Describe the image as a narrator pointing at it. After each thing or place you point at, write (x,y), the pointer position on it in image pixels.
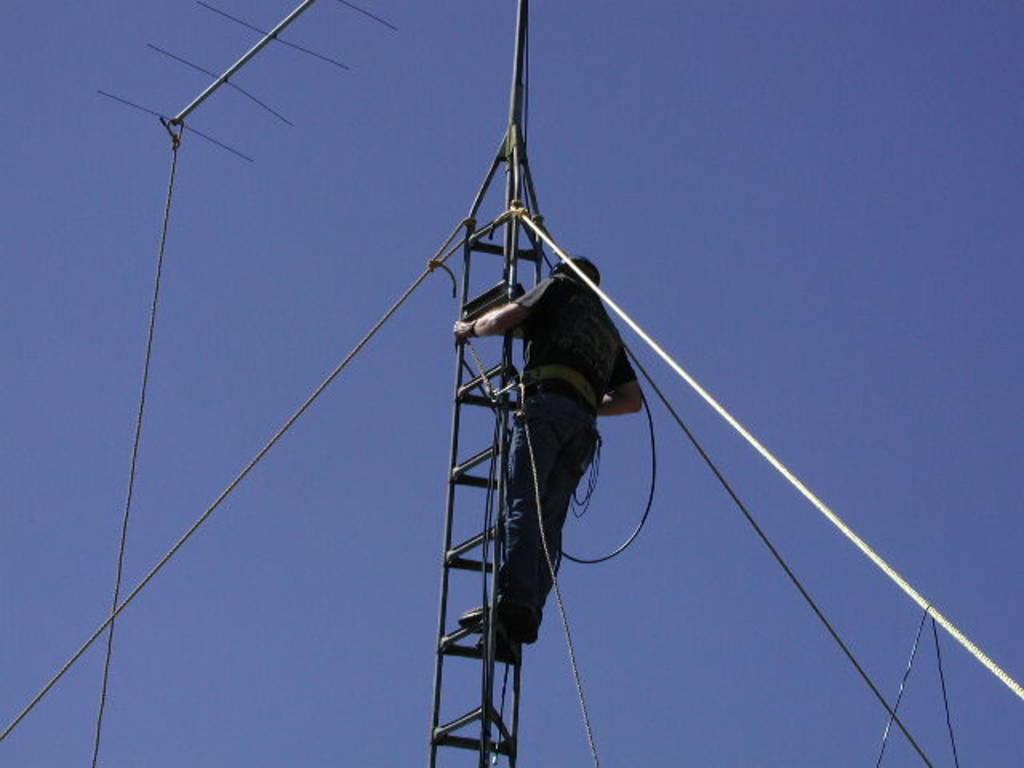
Here we can see antenna (238,77), person (603,384), ladder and rope (960,634). Background (524,233) we can see blue sky (603,253).
